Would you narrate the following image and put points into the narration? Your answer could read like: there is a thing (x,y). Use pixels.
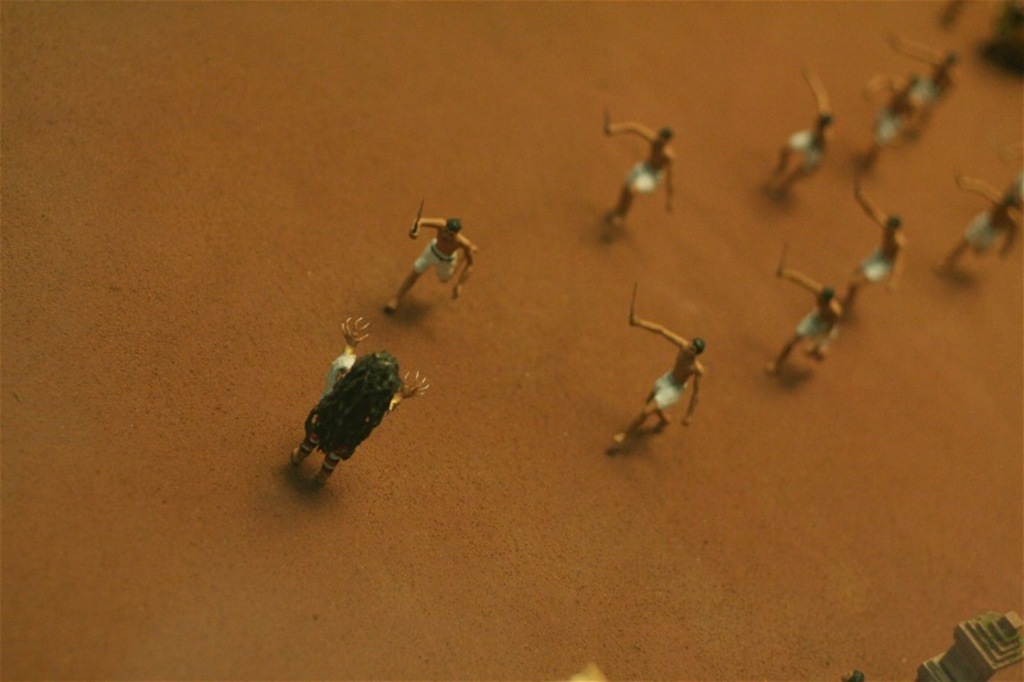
As we can see in the image, there are lot of toys (426,264). The toys (459,245) are in the shape of running. The toys (466,254) are on table (257,297).
